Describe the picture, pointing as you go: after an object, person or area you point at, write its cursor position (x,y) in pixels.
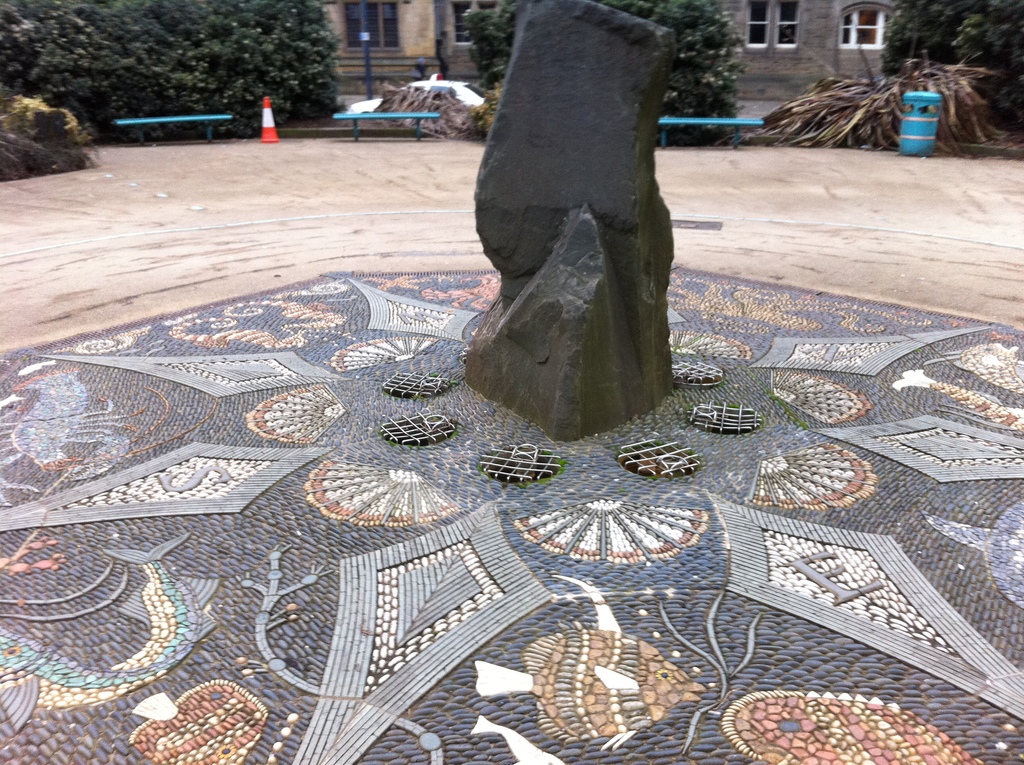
In this image I can see a black rock (516,193). Back I can see few buildings (804,58), windows (377,41), stairs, trees (237,45), few objects (344,116) and traffic cone (268,110).
